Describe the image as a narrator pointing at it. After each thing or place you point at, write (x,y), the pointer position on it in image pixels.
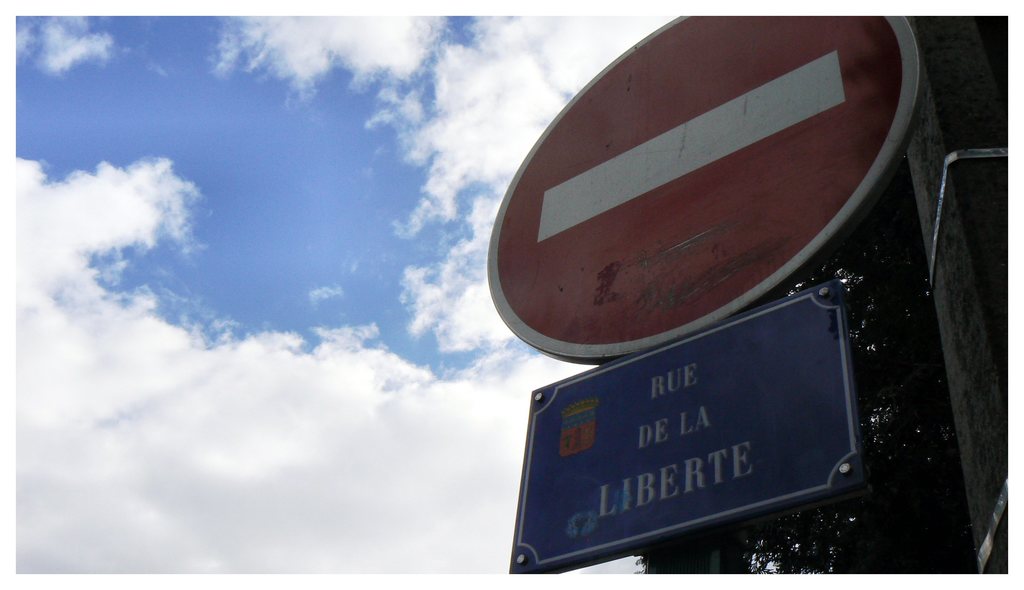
In this image we can see sky (341,199) with clouds (600,55), pole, trees (910,343) and sign boards (623,287).
